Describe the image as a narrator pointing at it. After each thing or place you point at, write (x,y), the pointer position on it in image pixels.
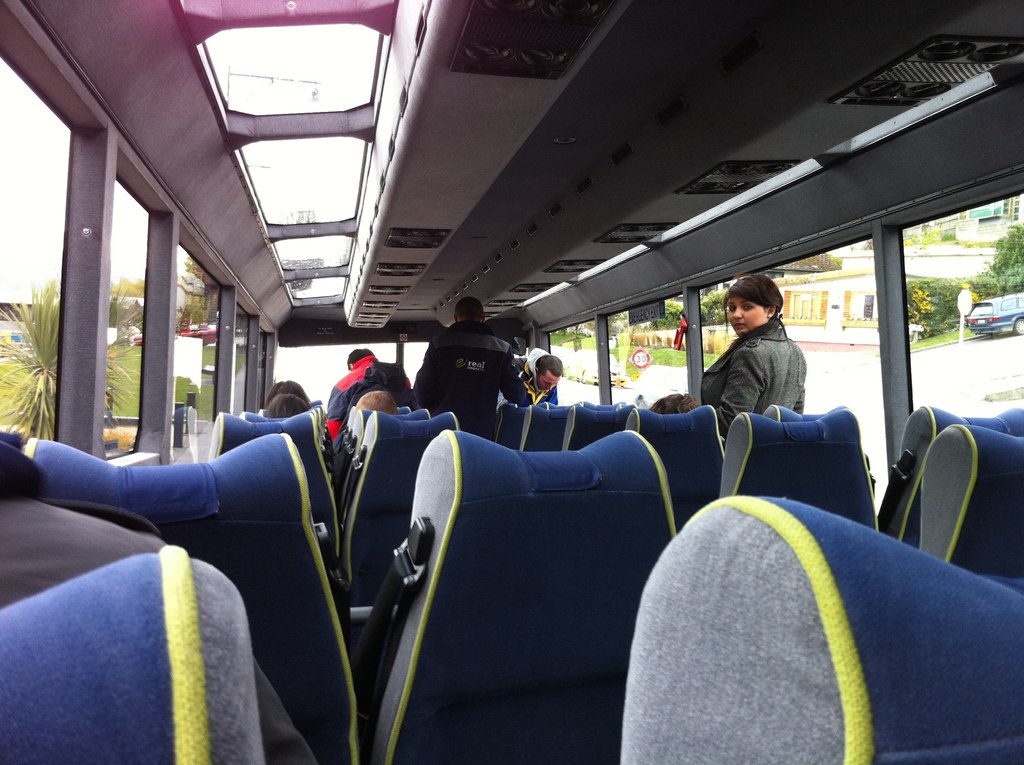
Picture inside of a vehicle (875,249). Here we can see seats (730,469), people (429,349), windows (296,53) and lights (381,269). Through these windows (342,357) we can see plants (21,380), buildings (814,302), vehicles (1006,304), sign boards (646,363) and grass (130,363).
